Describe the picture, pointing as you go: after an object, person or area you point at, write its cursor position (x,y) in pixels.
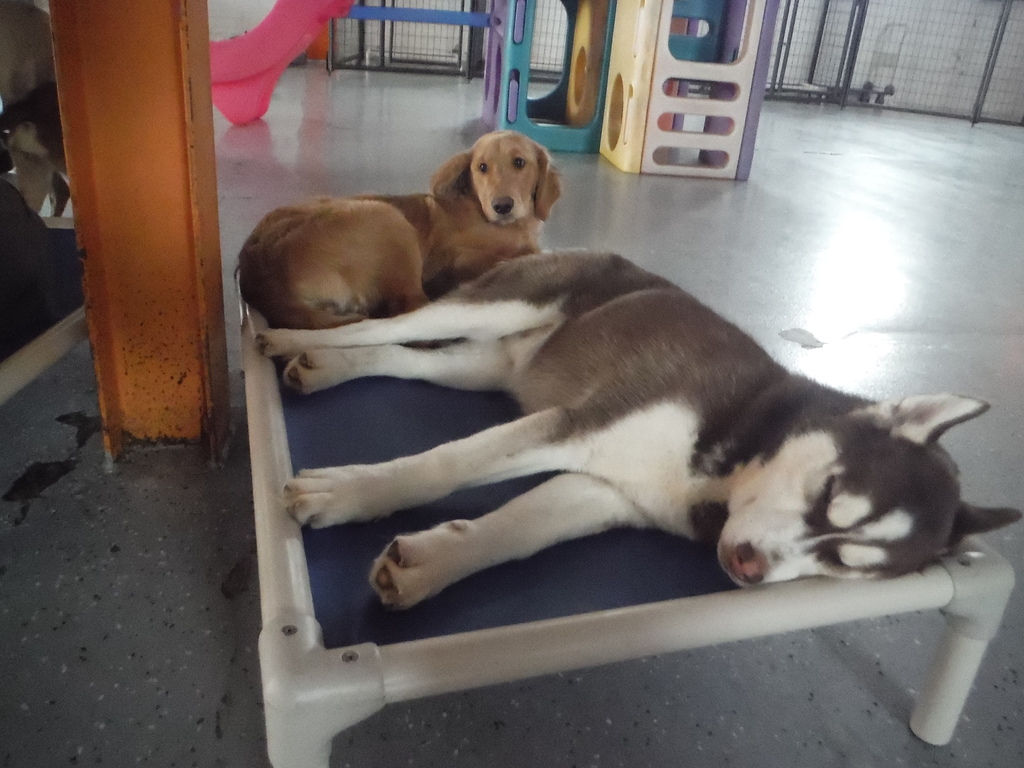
In this image, we can see two dogs (653,497) are on the table (523,621). Here a dog (861,511) is sleeping and another one is lying and watching. At the bottom (782,715), there is a floor (625,725). Background (727,147) we can see pole (168,233), few objects (668,99) and grills (955,110).
